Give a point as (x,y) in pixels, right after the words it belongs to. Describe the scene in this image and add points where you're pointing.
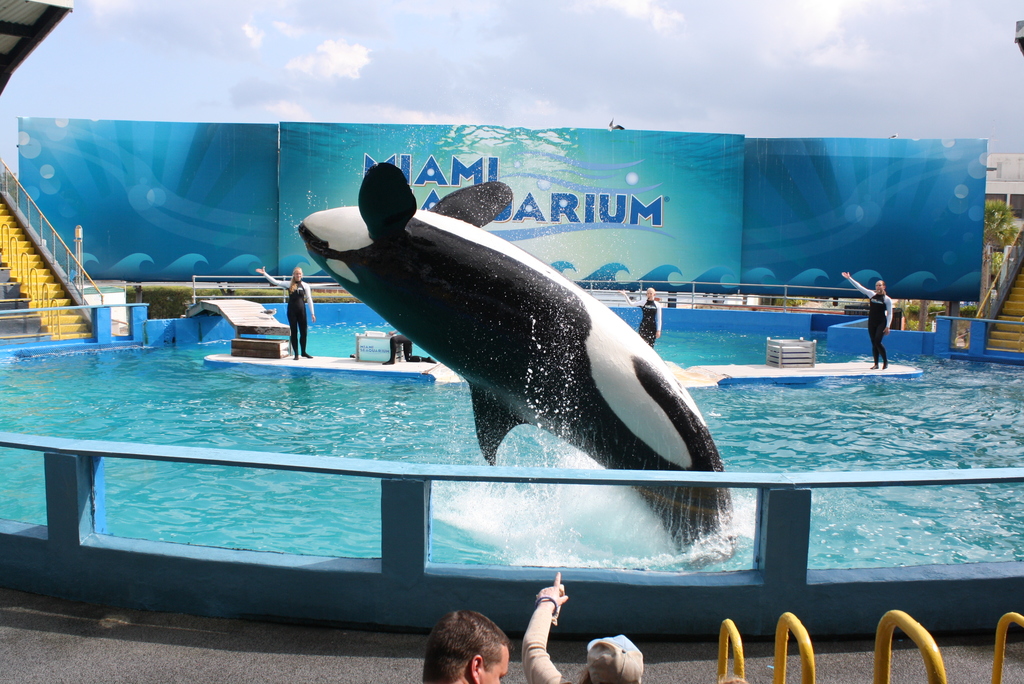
In this image I can see a killer whale (683,516), fence (728,478), water (839,388) and a group of people (616,642) are standing. In the background (63,188) I can see staircases (1016,298), houseplants (1015,232), hoardings (459,151) and the sky (417,115). This image is taken may be during a day.
